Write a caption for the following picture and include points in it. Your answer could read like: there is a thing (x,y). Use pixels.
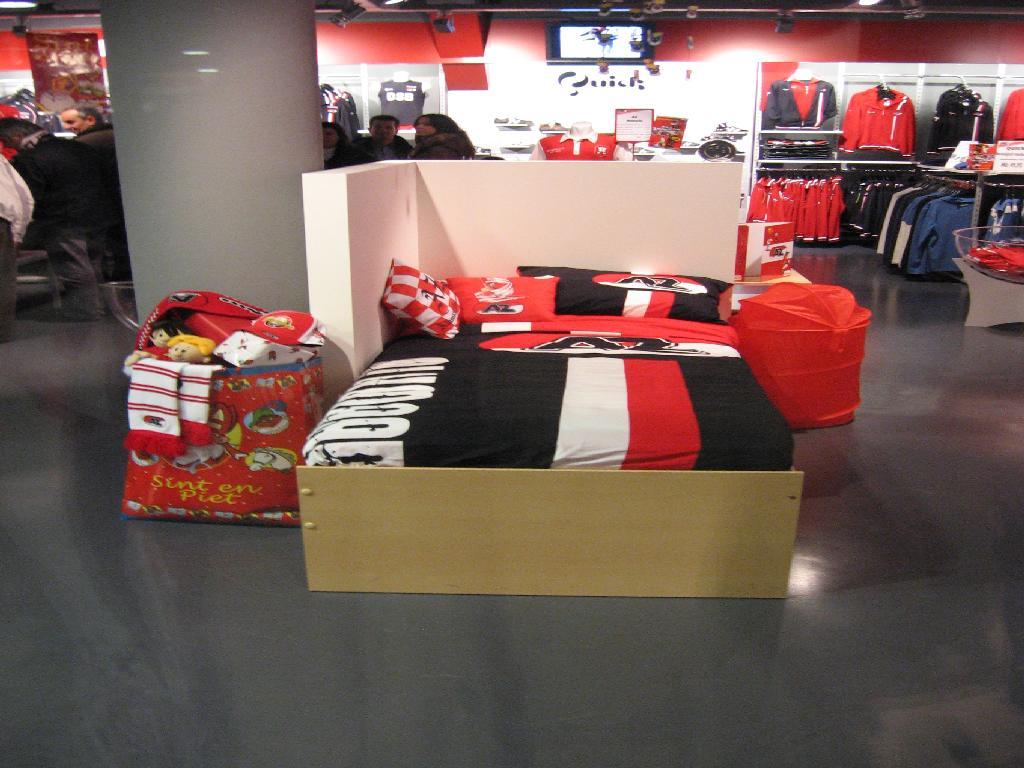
There is a bed (487,557) on the floor (617,670). Here we can see pillows (577,299), toys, bag (284,516), pillar (191,191), clothes (335,94), board (645,194), mannequin (594,155), screen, and few persons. In the background (906,83) there is a wall (986,46).
